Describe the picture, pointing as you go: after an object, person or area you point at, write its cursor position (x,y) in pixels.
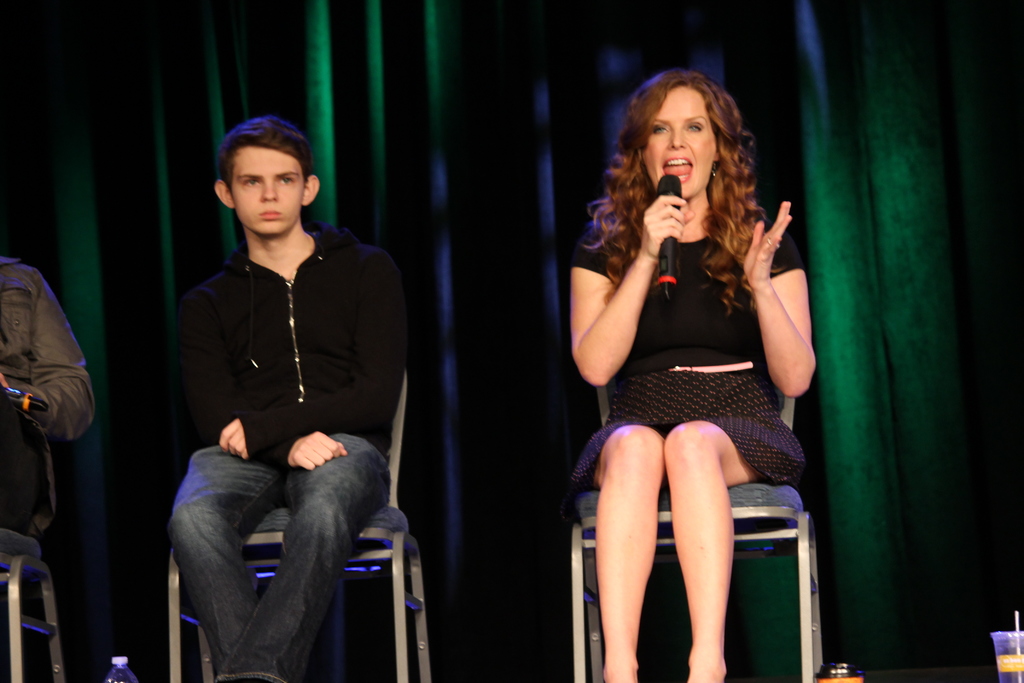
In this image we can see three people (694,459) sitting on the chairs (818,669), three objects (1022,646) on the bottom of the image (1017,662), one green curtain (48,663) in the background (970,144), one person (11,349) holding an object (25,394) on the left side of the image (21,375), three chairs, one woman (696,323) holding a microphone (665,264) and talking.
